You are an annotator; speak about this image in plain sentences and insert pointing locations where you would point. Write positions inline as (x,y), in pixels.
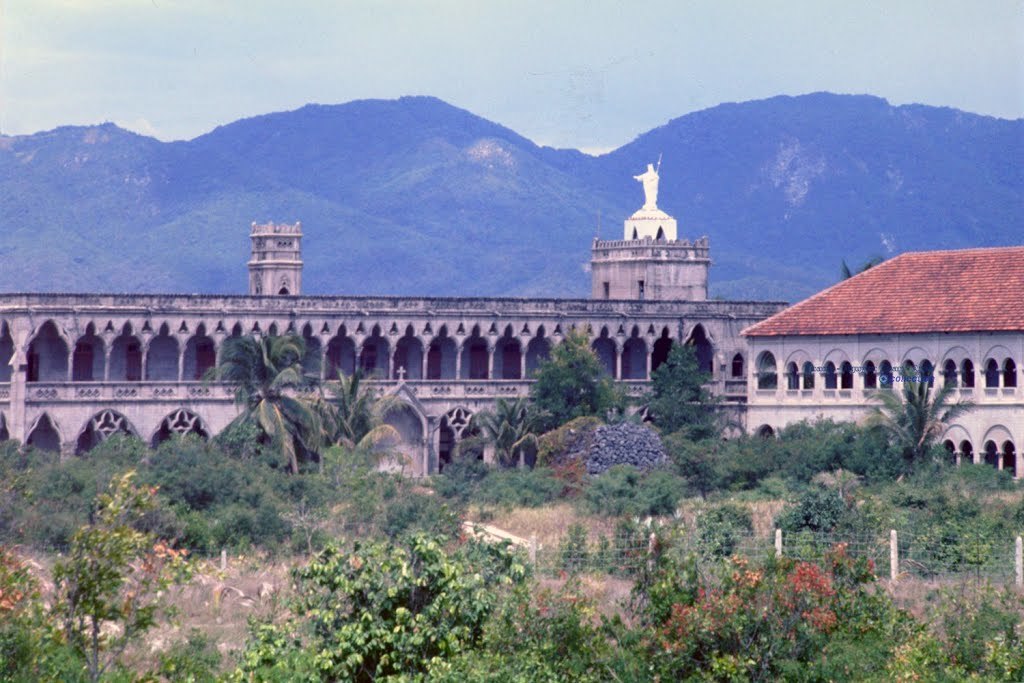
In this picture we can see trees (621,646), fence (852,540), buildings (853,382), mountains (439,214), statue (648,170) and in the background (239,26) we can see the sky (465,24).
